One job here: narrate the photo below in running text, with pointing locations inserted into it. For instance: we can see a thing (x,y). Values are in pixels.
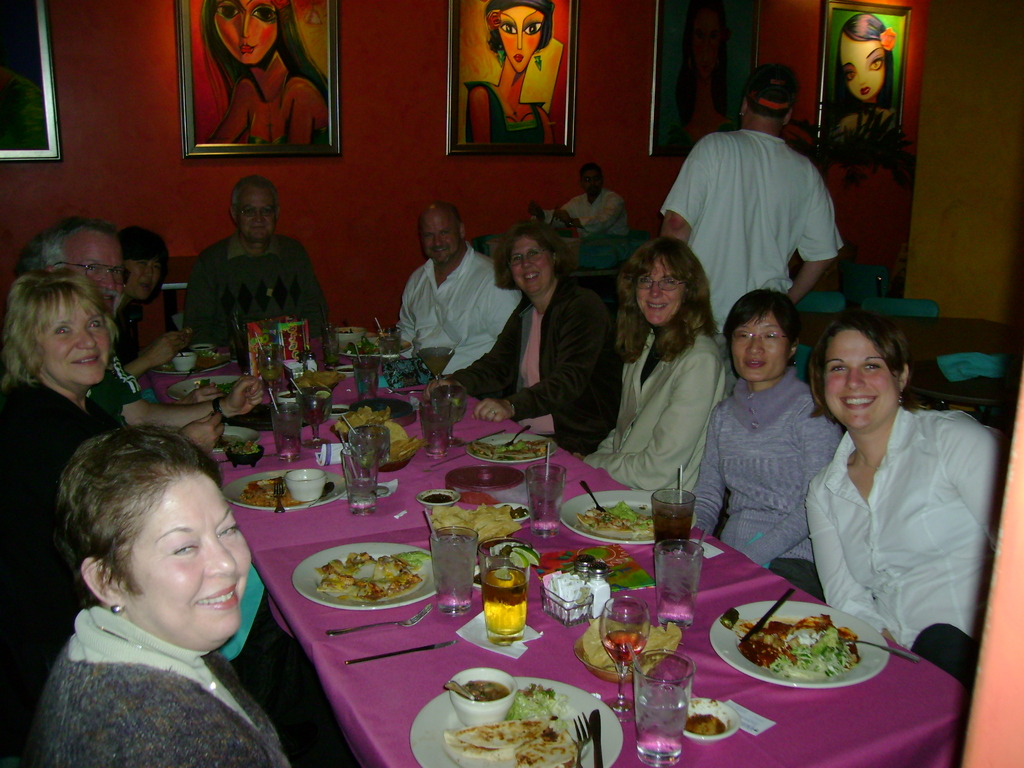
This image is clicked in a restaurant (433,550). There is a table (545,673) in the middle of the image (441,401) which consists of glasses (502,635), plates (560,687), eatables (543,703) knife (601,753), fork (582,747) and there people (819,534) sitting around this table (528,670), there are men (285,311) and women (141,600) all of them are laughing some of them are with specs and behind them there is a wall (528,190) on the top (581,190) which consists of photo frames (460,110) and there is a man (763,154) on the right side (724,217) who is standing, he is wearing white shirt (765,276) and there are chairs (874,286) on the right side (866,290).
